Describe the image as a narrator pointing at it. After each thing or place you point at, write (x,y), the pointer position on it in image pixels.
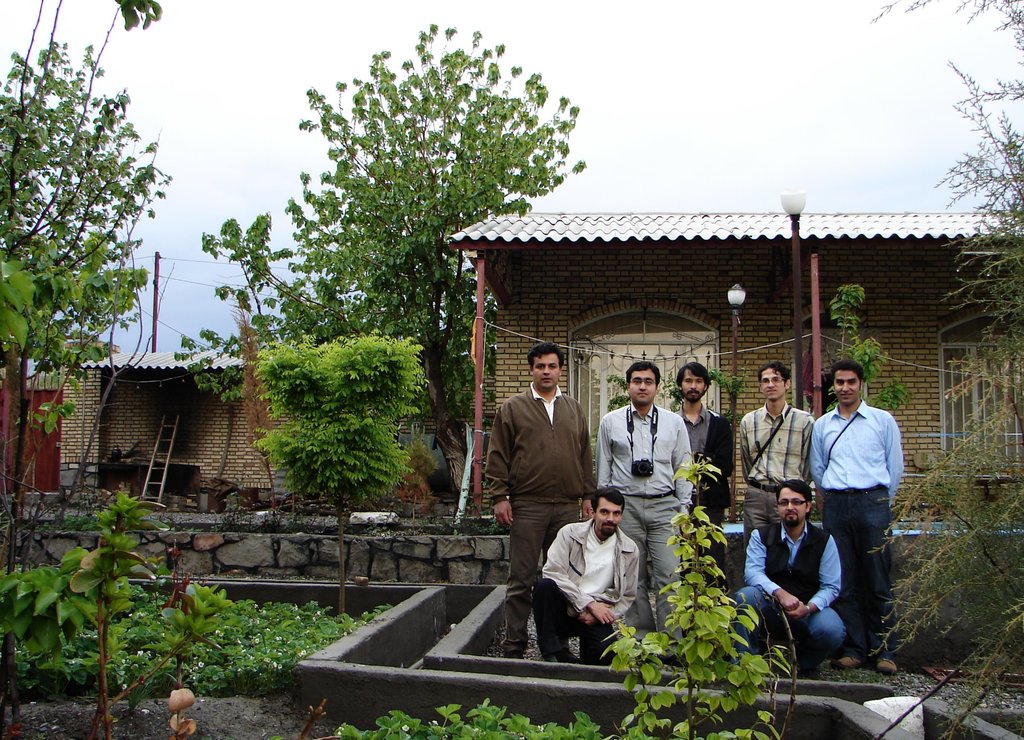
In this picture I can see a house (748,246) and a shed (186,398) on the left side (170,385) and I can see few trees (329,369) and plants (727,612) and few people (716,457) standing and I can see couple of pole lights (735,362) and a cloudy sky (645,56).
